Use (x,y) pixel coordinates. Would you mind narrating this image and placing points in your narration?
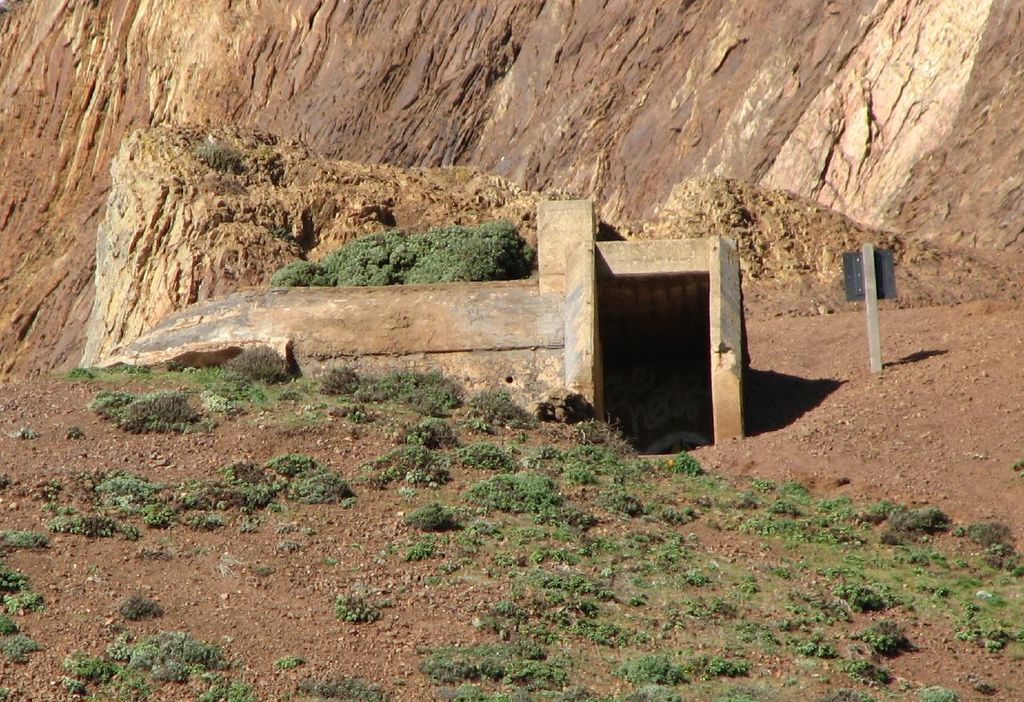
In this picture we can see plants (862,589) hill (713,531) and it is looking like an architecture (485,333).
